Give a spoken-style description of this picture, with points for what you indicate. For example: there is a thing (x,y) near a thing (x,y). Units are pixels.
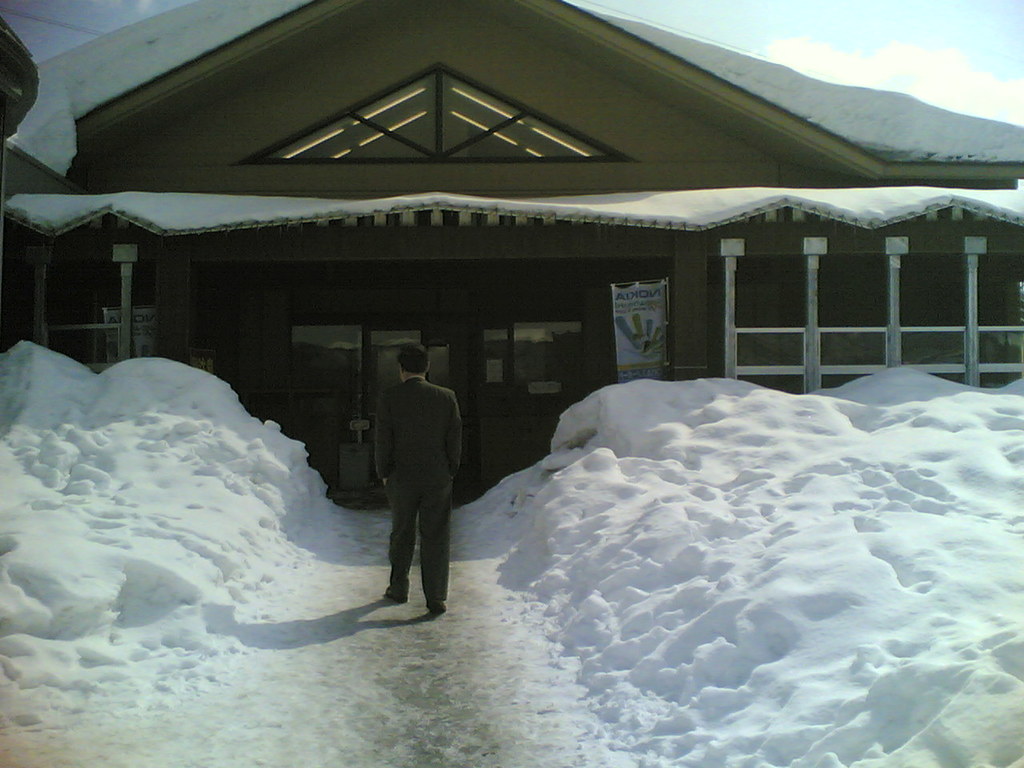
In this image we can see a person (430,450) is standing, he is wearing coat (426,433). Behind his house (547,167) is there. To the right (917,563) and left side of the image (175,533) snow (175,548) is present.
